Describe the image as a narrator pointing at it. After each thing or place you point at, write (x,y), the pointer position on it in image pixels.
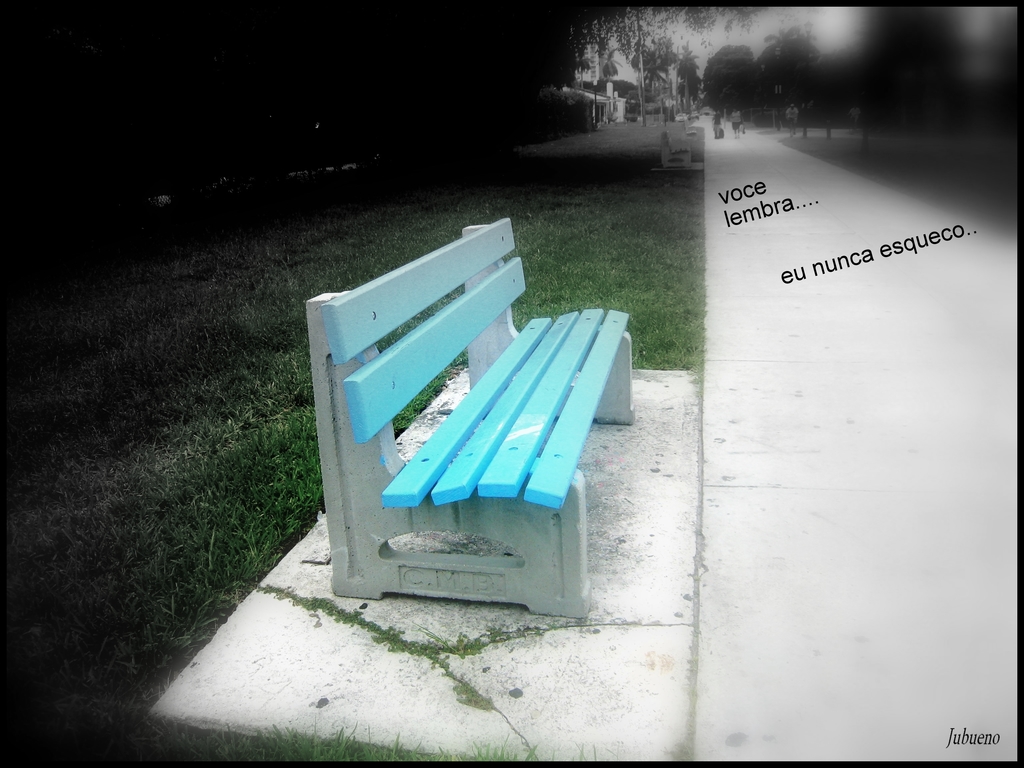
In this image we can see a bench (419,584). On the right side of the image (946,423), we can see a road (935,477). On the left side of the image (180,433), we can see grassy land (470,179). At the top of the image (493,118), we can see trees (820,68) and the sky (700,42).
